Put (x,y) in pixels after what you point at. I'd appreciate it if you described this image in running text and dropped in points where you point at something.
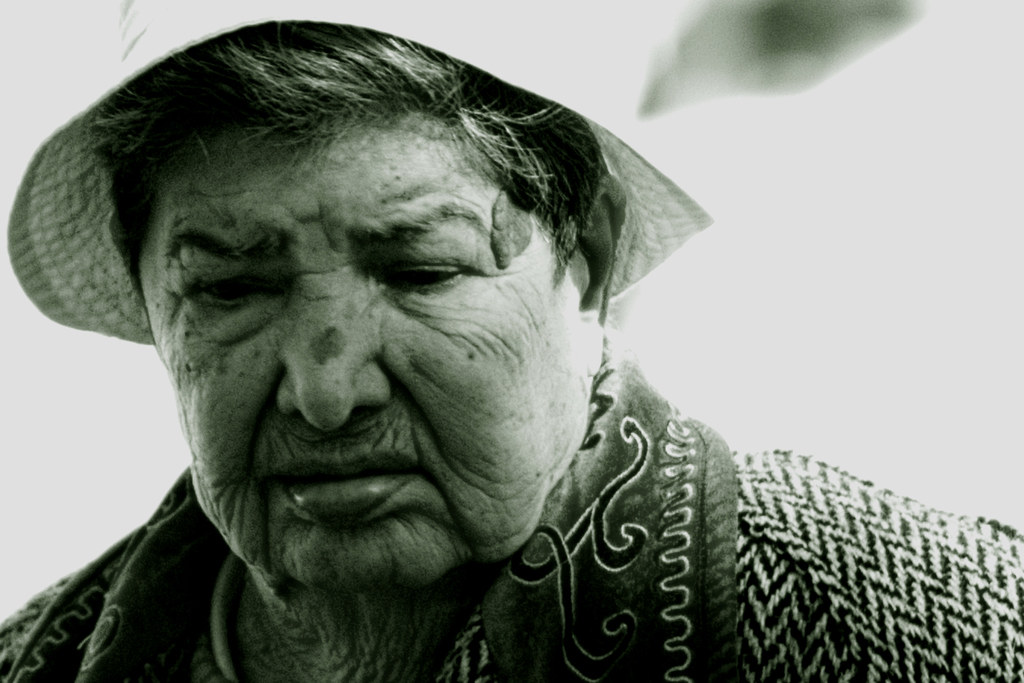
This is a black and white image. In this image we can see a woman (532,502) wearing a hat (656,248).
